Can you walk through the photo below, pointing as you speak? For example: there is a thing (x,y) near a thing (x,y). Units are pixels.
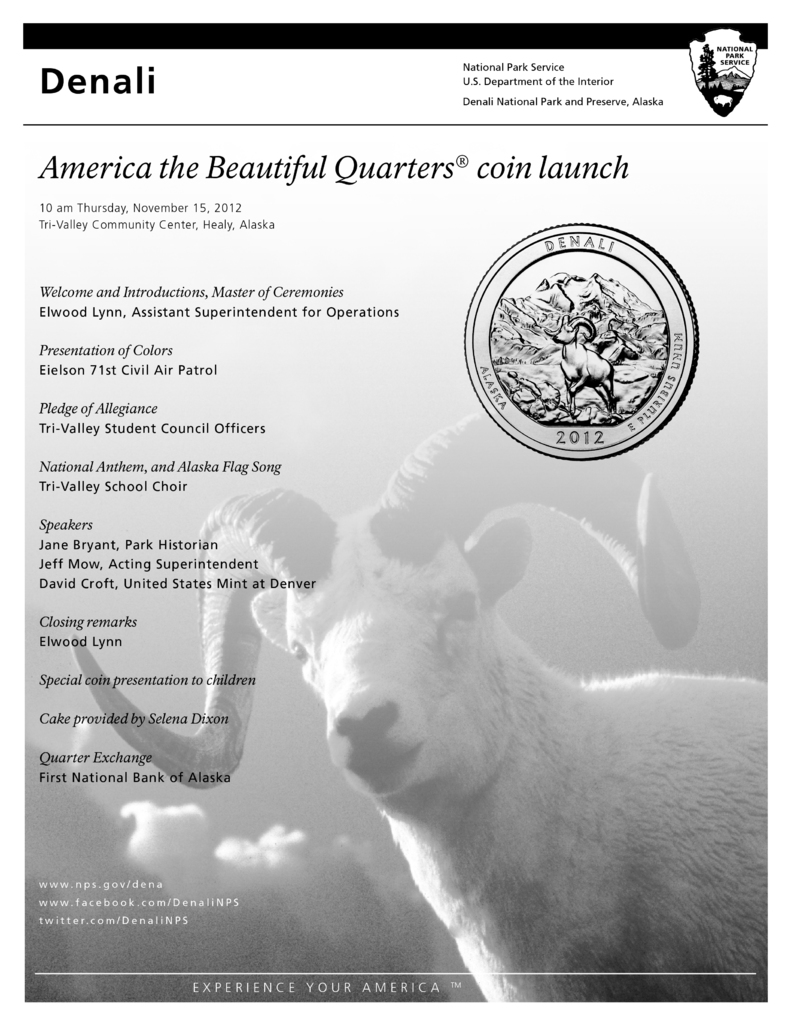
In this image I can see a pamphlet (428,309) and something written on it with black color.
